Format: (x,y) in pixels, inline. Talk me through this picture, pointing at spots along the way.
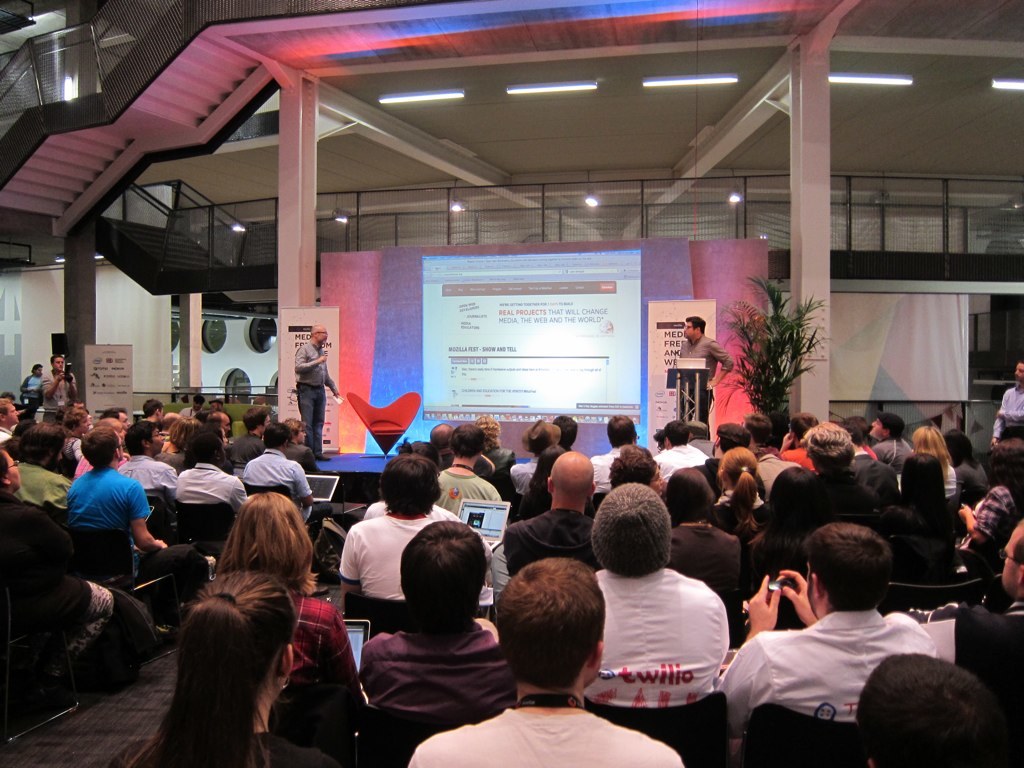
In this image at the bottom (532,671) there is a man (496,754), he wears a t shirt (496,754) and there is a woman (242,653). In the middle (366,510) there are some people (420,510), they are sitting. On the right (708,373) there is a man (707,355), he wears a shirt (707,355), trouser (701,400), in front of him there is a podium (689,396). On the left (297,370) there is a man (307,368), he wears a shirt (314,365), trouser (325,401), he is on the stage (338,461). On the left (48,380) there is a man (69,395), he wears a t shirt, he is holding a camera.
